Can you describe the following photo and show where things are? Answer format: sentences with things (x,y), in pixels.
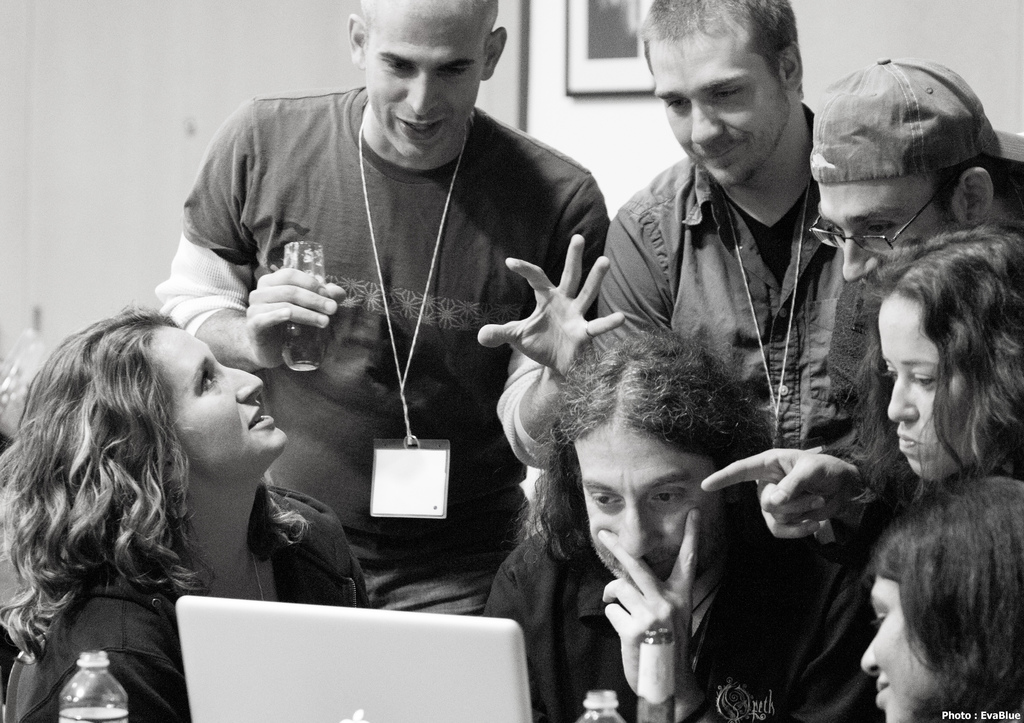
It is a black and white picture. In the center of the image (524,368) we can see a few people (463,332) are standing and a few people (799,528) are sitting and they are in different costumes (807,364). Among them, we can see a few people (785,412) are smiling and one person (898,191) is wearing a cap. In front of them, we can see bottles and one laptop (486,667). At the bottom right side of the image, we can see some text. In the background (522,45) there is a wall (46,76), frame (639,27) and a few other objects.
